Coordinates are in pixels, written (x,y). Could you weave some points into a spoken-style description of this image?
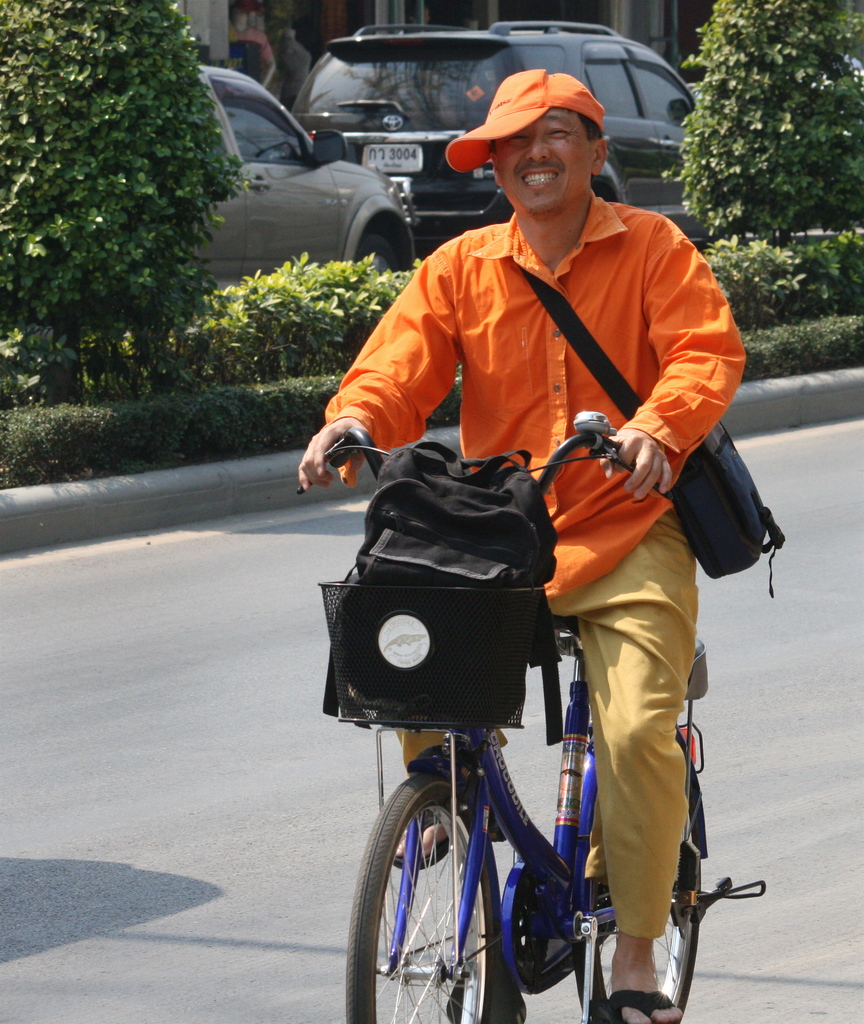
In this picture we can see a man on the bicycle (400,912). This is the road (75,722). And these are the plants (825,219) and there are some vehicles (287,174) on the road (76,743).
